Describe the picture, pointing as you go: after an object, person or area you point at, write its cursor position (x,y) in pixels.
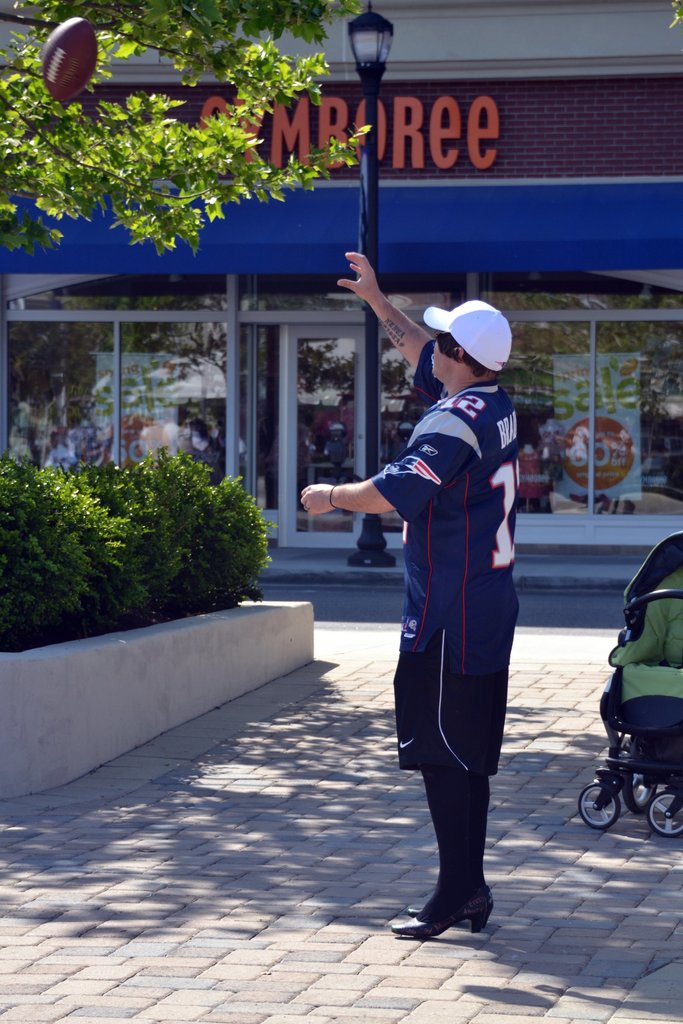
In the image we can see there is a man (496,574) standing and he is wearing a cap (493,335). There is a rugby ball (68,60) in the air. Behind there are trees (11,50) and there is a building (525,475).
